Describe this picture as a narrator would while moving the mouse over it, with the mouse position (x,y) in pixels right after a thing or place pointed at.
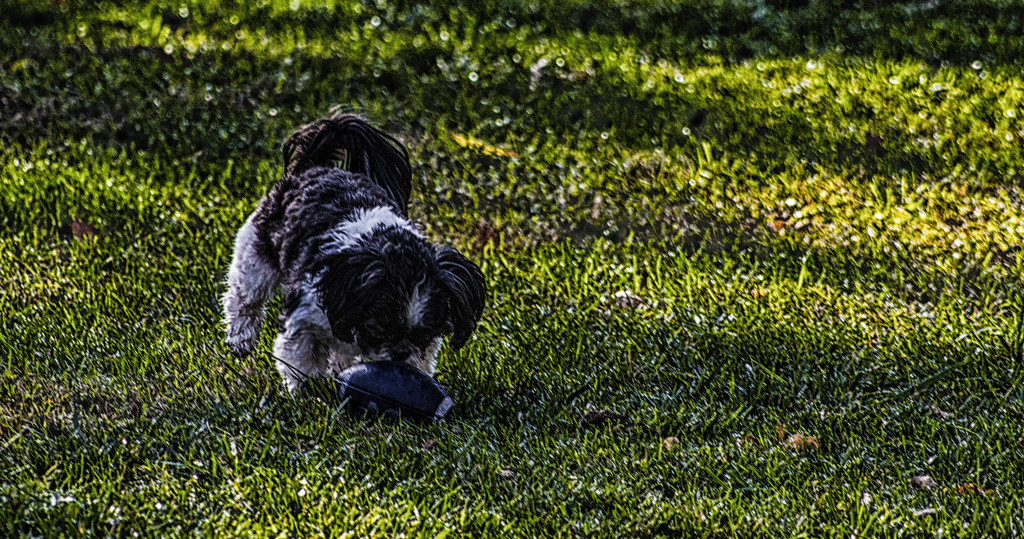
In the image there is a puppy (370,211) standing on the grassland (239,116) with a ball (394,372) in front of it.
